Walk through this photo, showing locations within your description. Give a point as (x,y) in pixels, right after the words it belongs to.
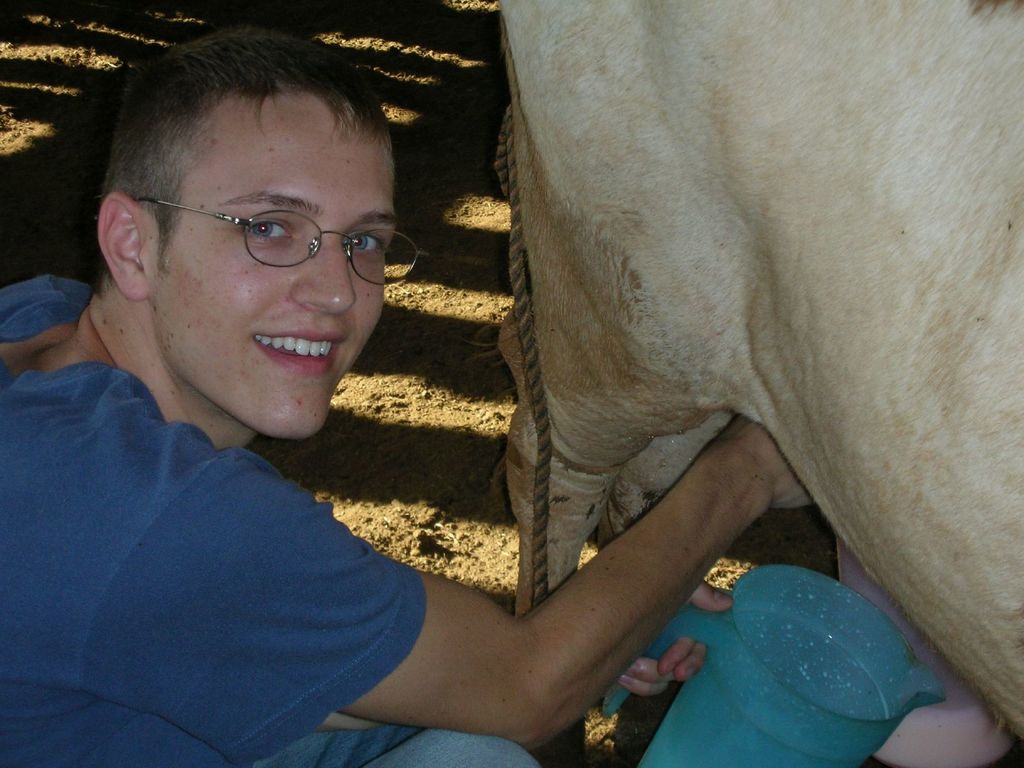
In this image we can see a man (365,276) holding a jug (758,589) in his hand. On the right side of the image (817,118) we can see an animal (724,235) and a container (937,716) placed on the ground (490,451), we can also see a rope (547,506).
